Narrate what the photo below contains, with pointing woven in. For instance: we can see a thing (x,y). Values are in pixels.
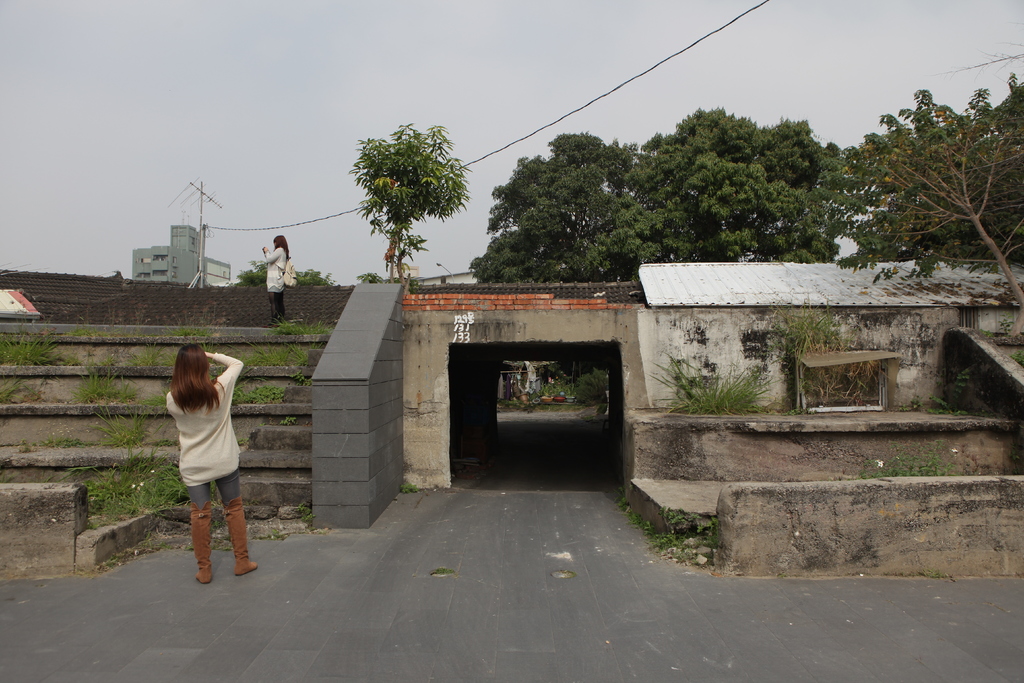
In the given image i can see a bridge (435,381), trees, plants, grass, people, electric pole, stairs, building (184,236) and in the background (385,123) i can see the sky (348,129).
